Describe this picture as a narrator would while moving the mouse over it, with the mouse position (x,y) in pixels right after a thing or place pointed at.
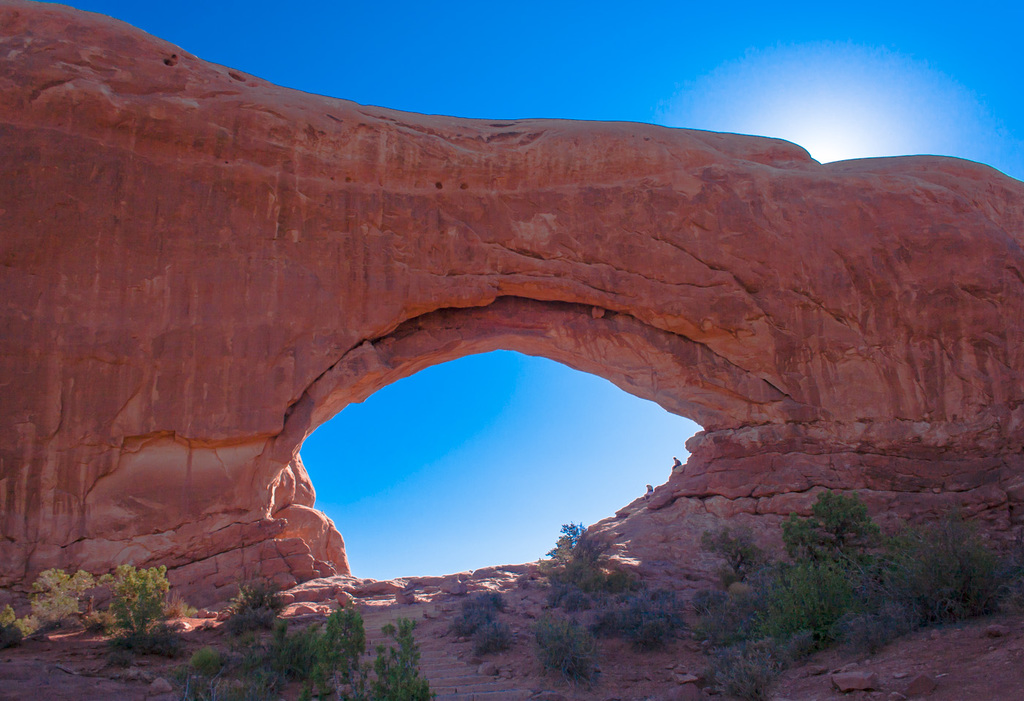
In this image we can see an arch (205,559), few plants (469,621) in front of the arch (512,242) and sky (570,464) in the background (550,104).
